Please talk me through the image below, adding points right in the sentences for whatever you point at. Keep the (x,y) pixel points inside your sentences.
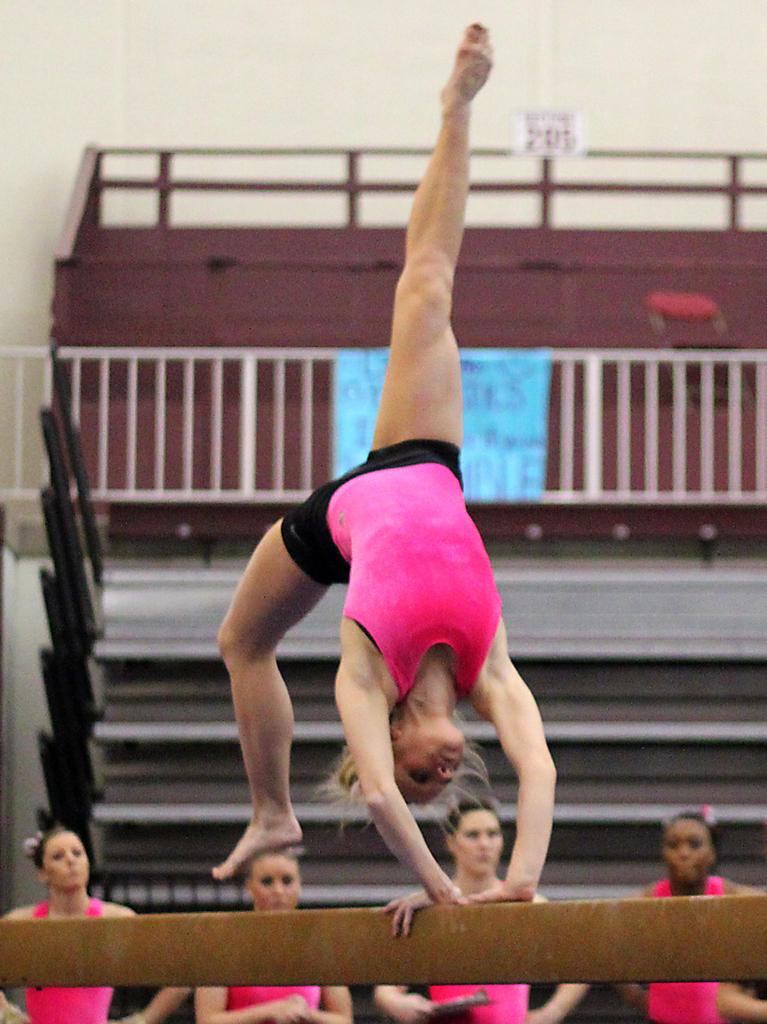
In the image there is a woman (369,539) in pink vest (388,534) doing gymnastics on a wooden block (216,940) and behind there are few women (98,898) standing and over the background (178,646) there are steps (178,634) followed by a railing (760,478).
